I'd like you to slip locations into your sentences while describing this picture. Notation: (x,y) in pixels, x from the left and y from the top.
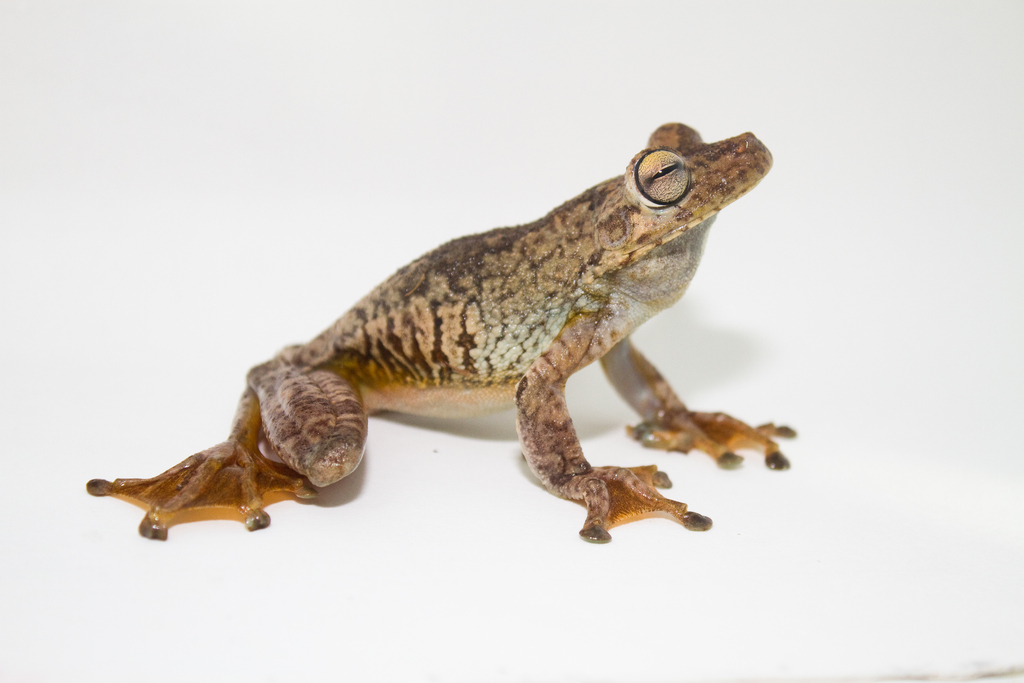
In this image there is a frog (663,397). Background (126,22) is white in colour.
